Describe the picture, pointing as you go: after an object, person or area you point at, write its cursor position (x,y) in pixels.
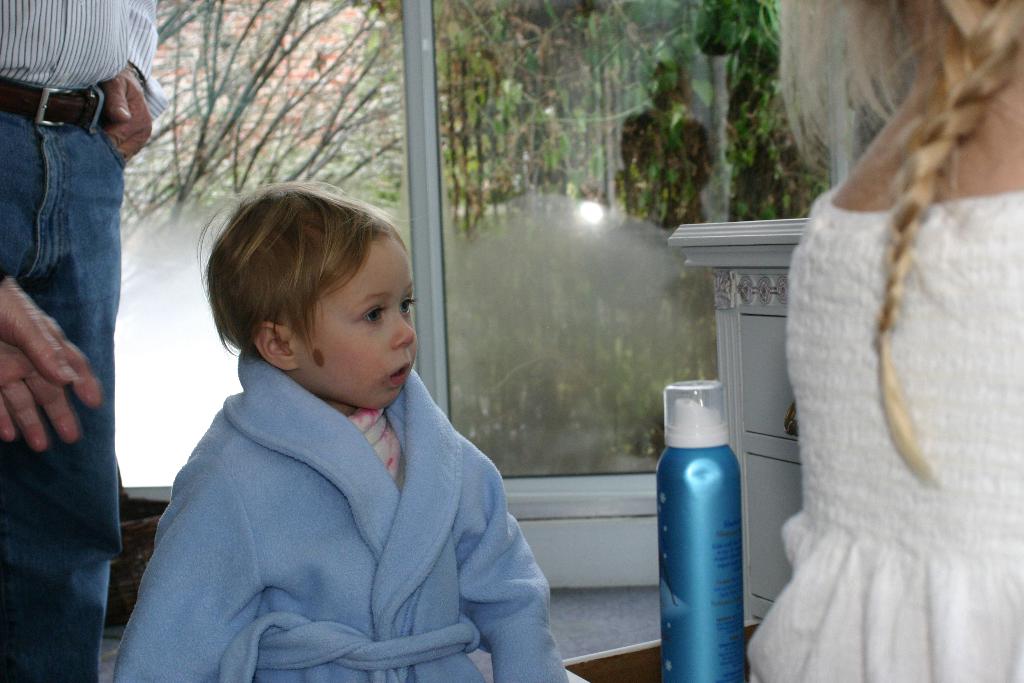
This image is taken indoors. In the background (379,106) there is a glass door (483,153) and through the glass door (458,101) we can see there are a few trees (528,127). On the left side of the image (63,609) there is a man (53,250). In the middle of the image (343,411) there is a kid (343,411) and there is a spray bottle (679,534). On the right side of the image (801,426) there is a woman (838,288) and there is a cupboard (750,301).
